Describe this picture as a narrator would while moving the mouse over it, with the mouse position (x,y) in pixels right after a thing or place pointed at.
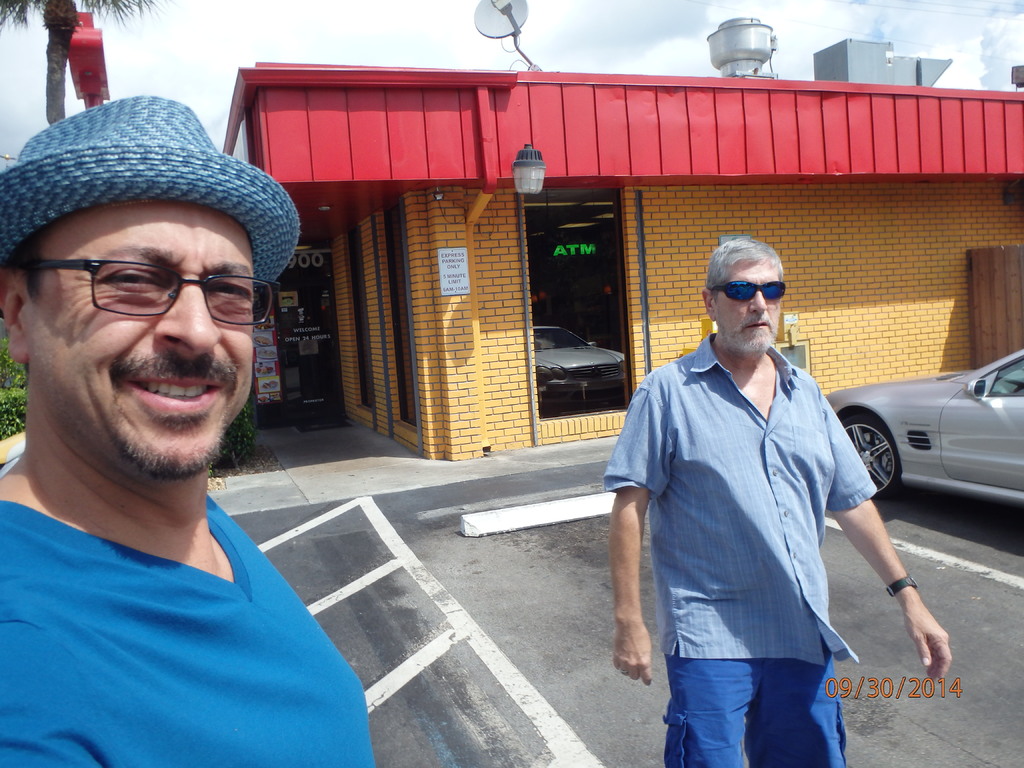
On the left side of the image (176,654) we can see one person (176,654) standing and he is smiling and he is wearing a cap (122,198) and glasses (174,283). And we can see he is in a blue color t shirt (164,647). In the center of the image (651,504), we can see one person (683,553) standing and wearing glasses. At the bottom of the image (842,694), we can see some numbers (899,693). In the background (192,73) we can see the sky (300,37), clouds (693,6), one tree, one building (453,169), one vehicle (888,405), glass (593,291), banners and a few other objects (20,434).
